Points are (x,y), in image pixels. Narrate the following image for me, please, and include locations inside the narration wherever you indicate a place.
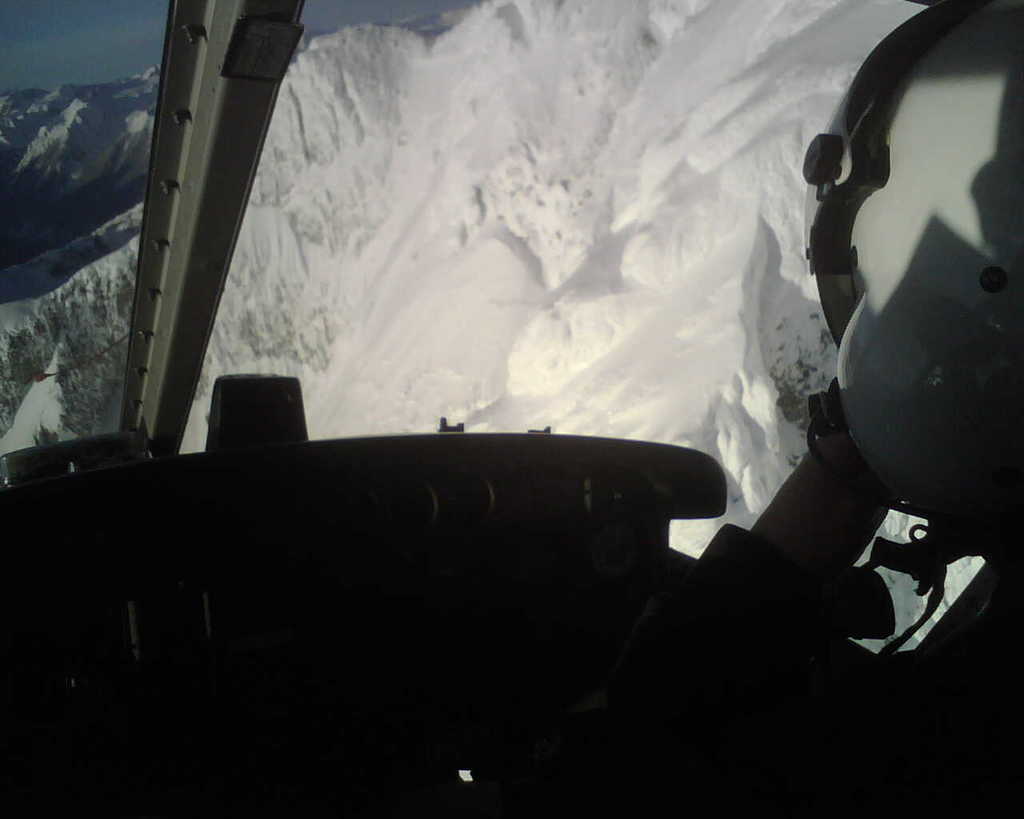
In the picture I can see a person (827,491) wearing a helmet (926,148) is sitting in the vehicle (38,568). Here I can see mountains (330,255) and the sky (105,42) in the background (154,74).
